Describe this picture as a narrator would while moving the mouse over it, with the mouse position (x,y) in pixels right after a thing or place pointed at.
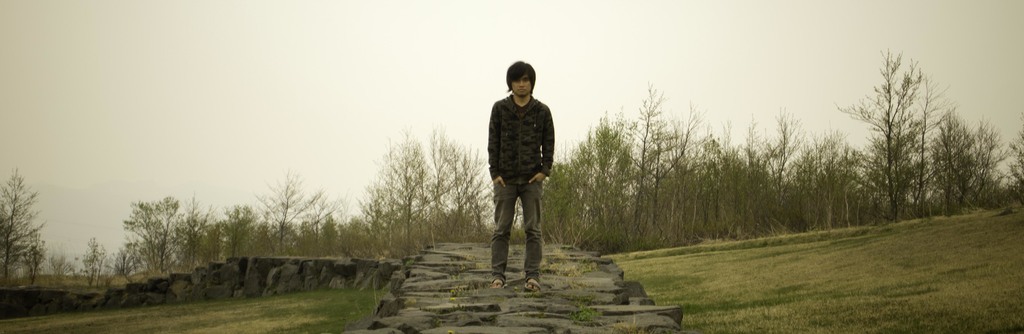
In this picture we can see a boy (494,170) wearing black color t-shirt (530,169) and grey pant (533,237) standing on the rocks (462,272) and giving a pose in the camera. Behind we can see some trees (615,215).
